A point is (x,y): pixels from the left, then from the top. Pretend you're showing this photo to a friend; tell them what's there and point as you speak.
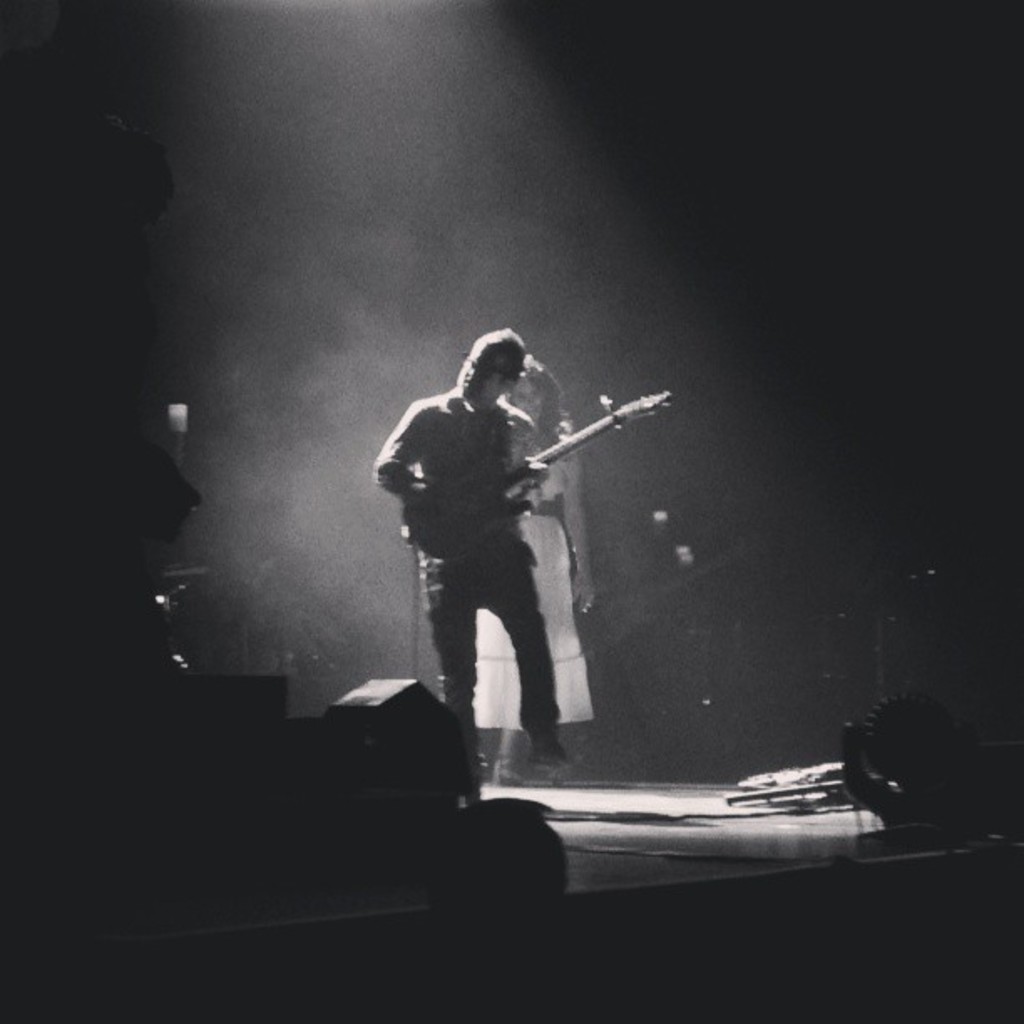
In this image I can see a man (516,368) and a woman (528,364) are standing. I can also see he is holding a guitar (425,537).
